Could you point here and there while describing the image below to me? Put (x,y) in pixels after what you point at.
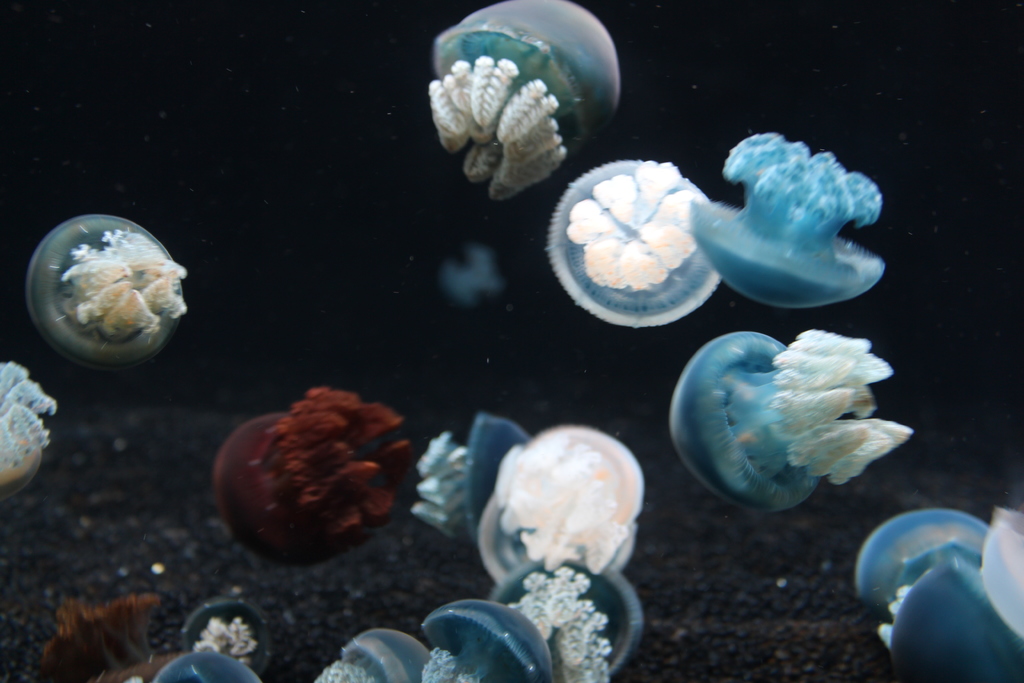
In this picture we can see some jellyfish (434,116).
